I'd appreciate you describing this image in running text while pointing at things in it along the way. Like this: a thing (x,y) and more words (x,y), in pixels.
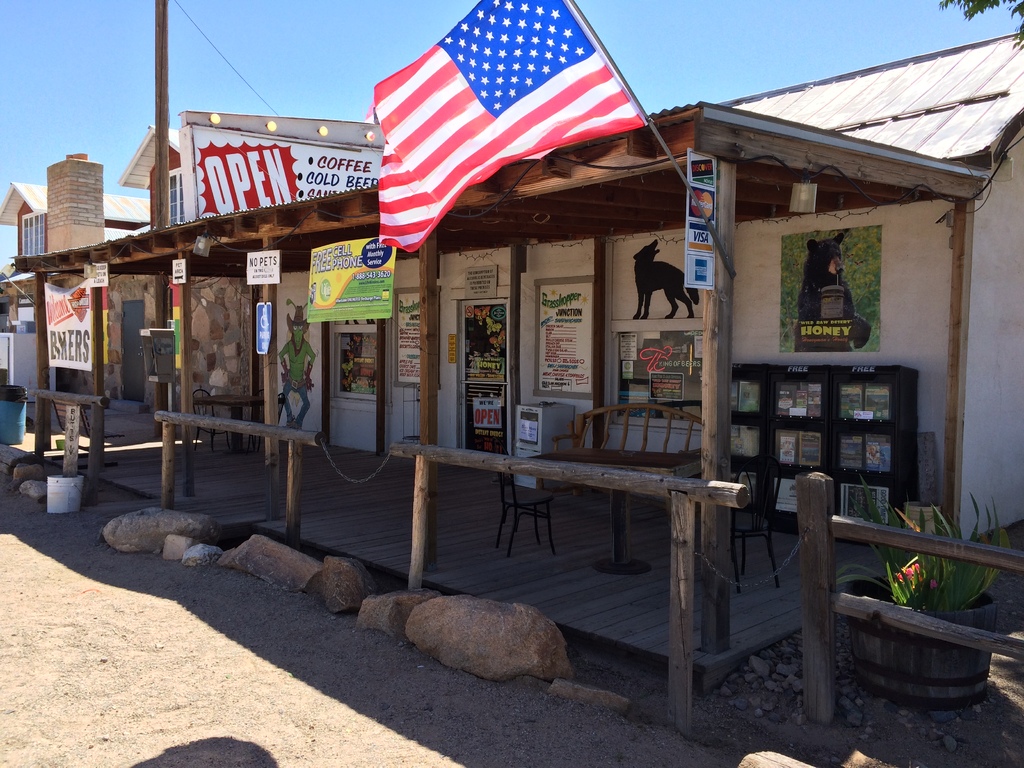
In this picture we can see house (321,365), roof (899,101), flagpoles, boards (266,321), tables (679,454), chairs (516,510), wall (751,307), bucket (68,476), barricades (648,489), rocks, pot (900,656), plant (875,520), garbage bin (19,403), machine (551,430) are there. At the top of the image (643,58) we can see a sky (673,34). At the bottom of the image (141,672) ground (118,678) is there.
